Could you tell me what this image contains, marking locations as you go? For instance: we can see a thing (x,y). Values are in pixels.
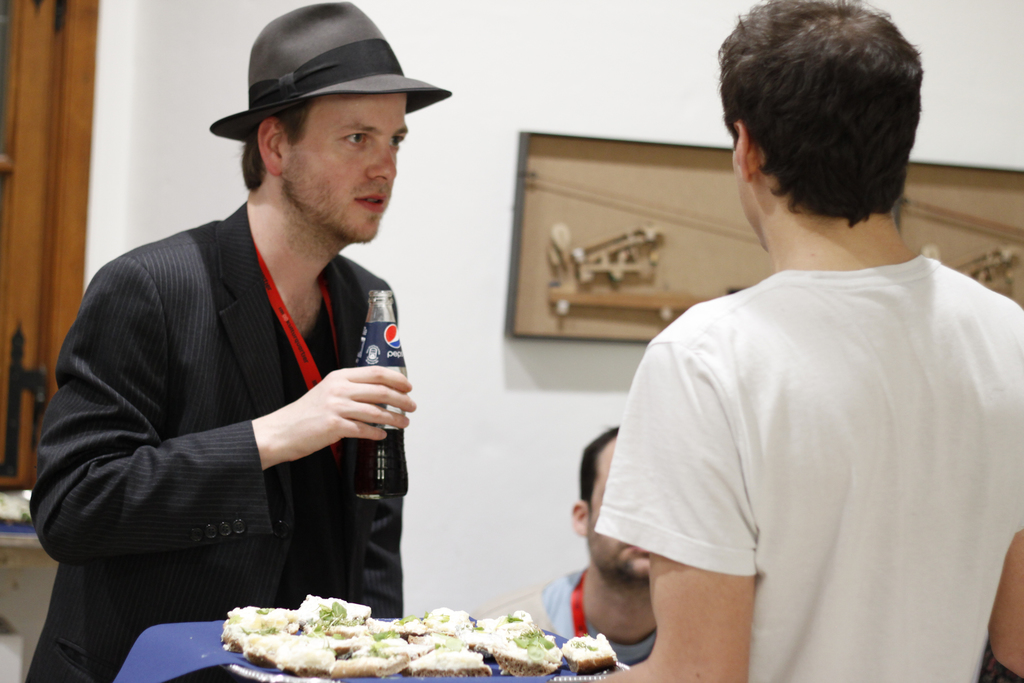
In this picture I can see three persons (809,465). There is a person (72,677) holding a glass bottle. I can see a food item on the plate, and in the background (599,245) there is a board (613,149) attached to the wall (412,41) and there are some objects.
